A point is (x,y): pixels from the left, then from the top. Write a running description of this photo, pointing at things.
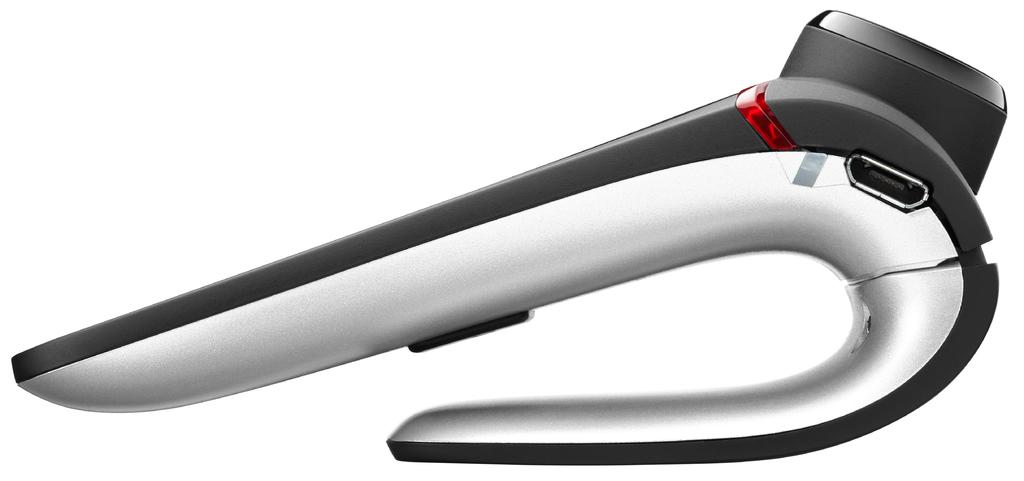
In the center of the image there is a bluetooth earphone (922,368).
